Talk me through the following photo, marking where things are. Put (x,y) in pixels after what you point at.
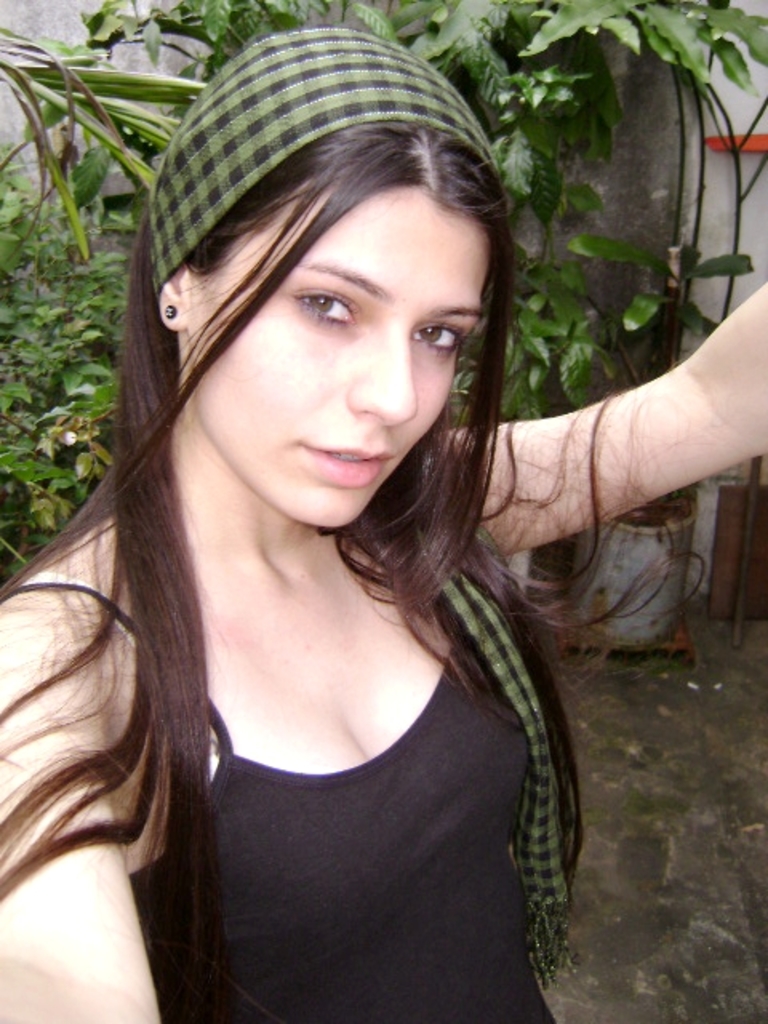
In this image we can see a woman (327,418), there are few trees (560,313), wall (602,275) and some objects (720,577) in the background (151,51).
